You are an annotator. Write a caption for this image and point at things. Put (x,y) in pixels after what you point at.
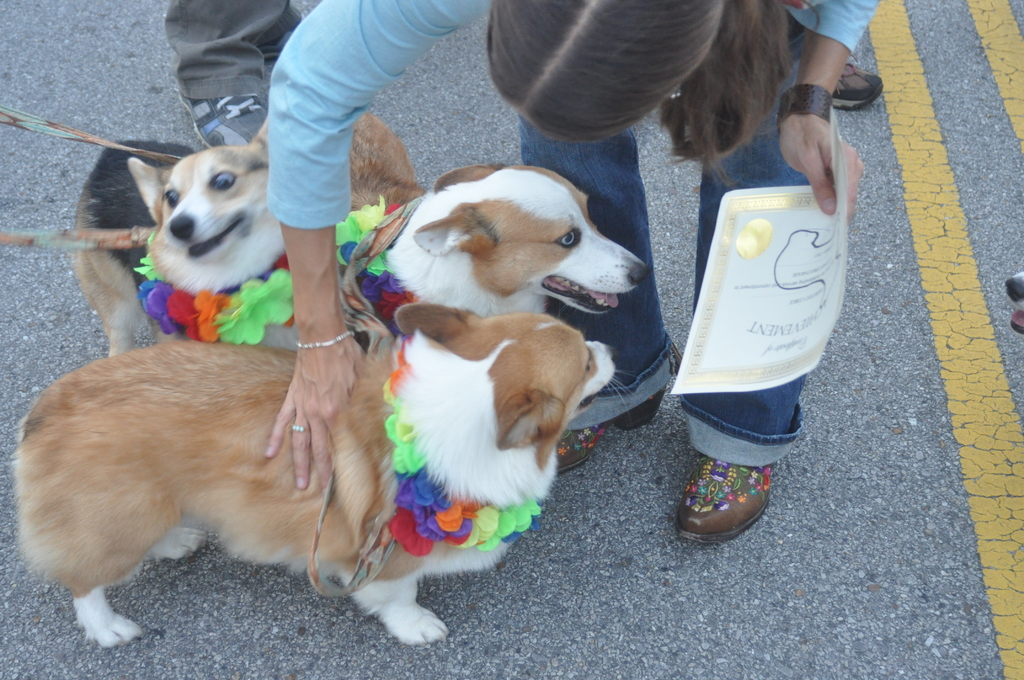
In this image I see 3 dogs (112,171) and I see colorful things (366,273) on their necks (400,279) and I see 2 persons (218,33) over here and this persons (763,171) is holding a paper (829,257) in hand (797,165) and I see something is written and I see the road (866,275) on which there are 2 yellow lines (1018,466) and I see another dog (1012,289) over here.
